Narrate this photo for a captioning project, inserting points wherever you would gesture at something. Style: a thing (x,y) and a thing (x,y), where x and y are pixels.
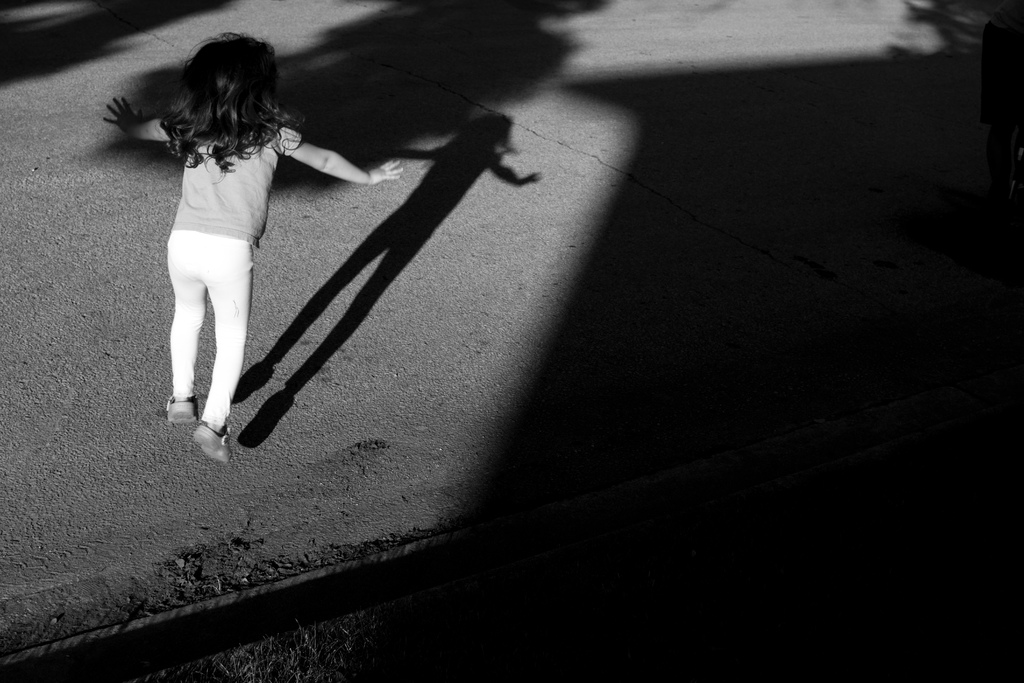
In this image there is a girl (206,229) jumping on the ground (178,435). There is the shadow (435,187) of the girl (217,414) and a few objects (445,92) on the ground (440,98). At the bottom (278,649) there is grass (288,656) on the ground (286,638).
